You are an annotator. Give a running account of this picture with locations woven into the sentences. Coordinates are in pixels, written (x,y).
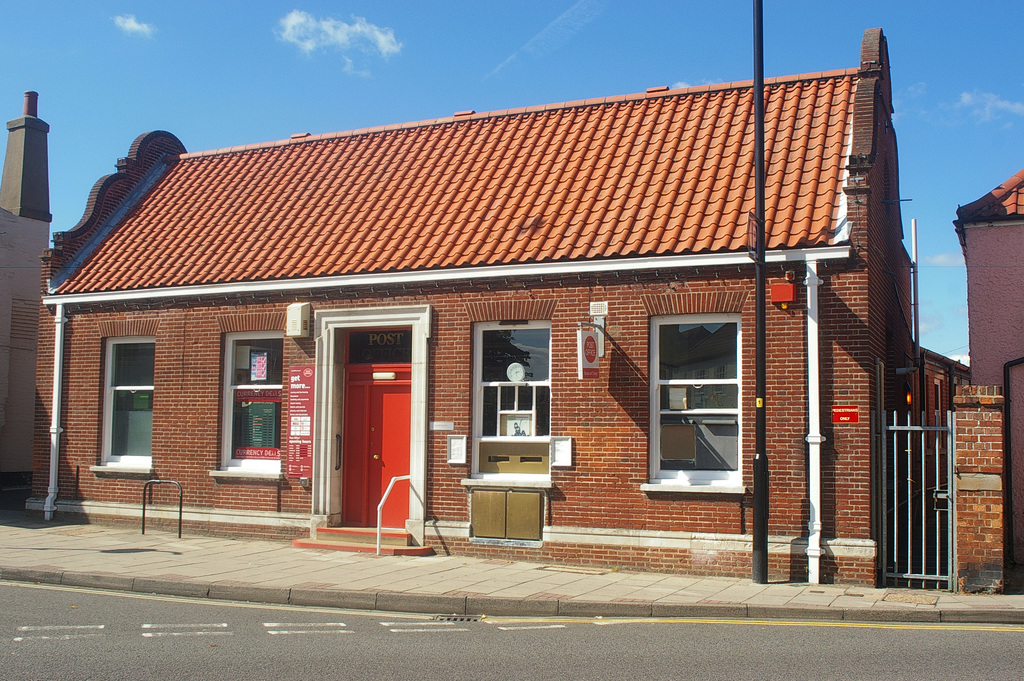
In this image, there are sheds (583,317) and we can see a gate (923,509) and a pole (756,533) and there are rods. At the top (442,50), there is sky (515,46) and at the bottom (456,634), there is a road (322,632).
